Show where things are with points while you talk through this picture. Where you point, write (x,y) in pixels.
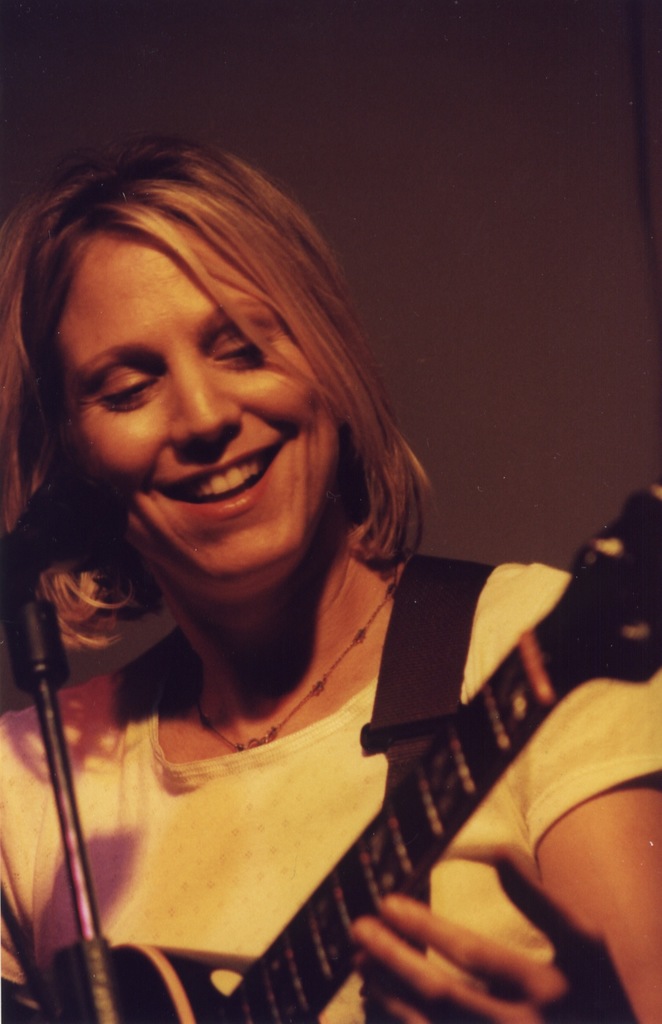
In this image there is one woman (180,569) who is smiling, and she is holding a guitar (409,834). On the background of the image (468,225) there is one wall (255,121).
